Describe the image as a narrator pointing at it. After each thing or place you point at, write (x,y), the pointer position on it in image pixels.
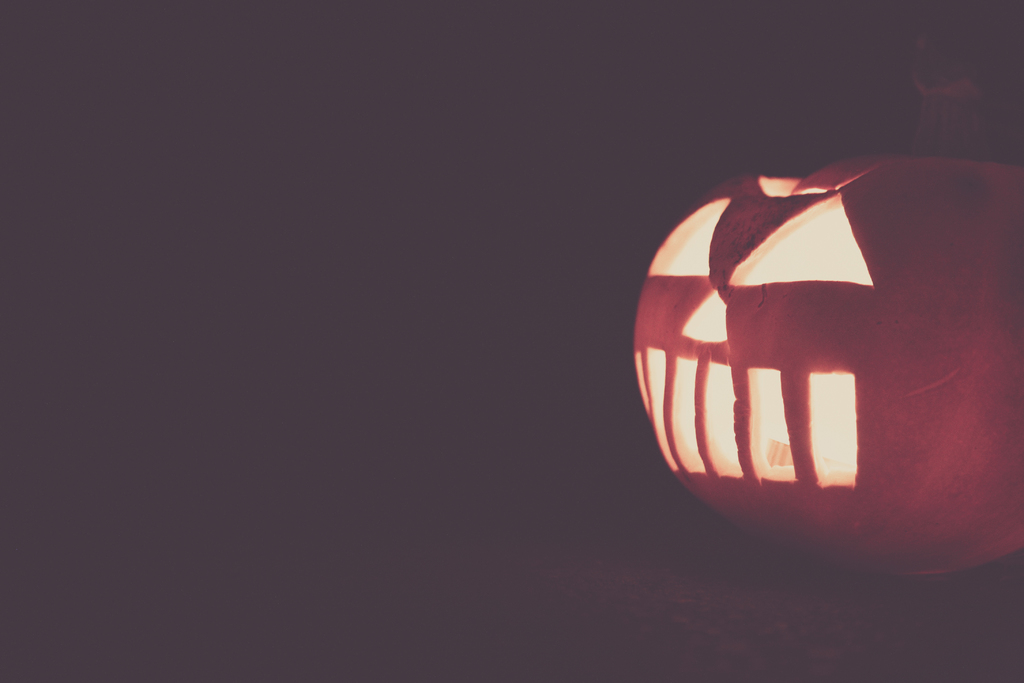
On the right side of this image (857,379) I can see a pumpkin (871,350). The background (376,125) is in black color.
